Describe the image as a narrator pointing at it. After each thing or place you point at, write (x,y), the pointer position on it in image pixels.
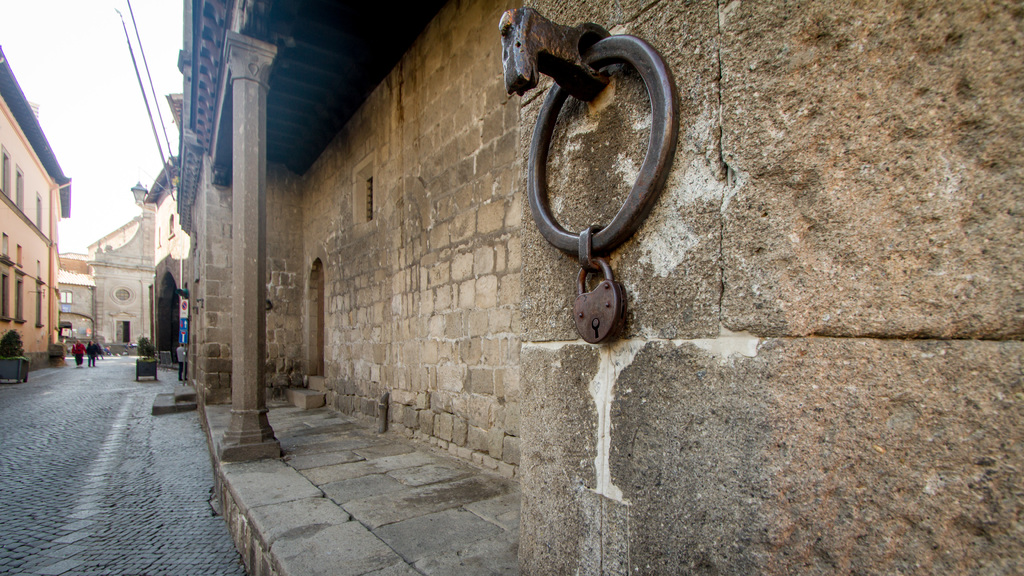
In this picture there is a lock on the right side of the image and there are buildings (91,317) and people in the background area of the image (173,326) and there is a pillar (245,430) and a traffic pole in the image.
